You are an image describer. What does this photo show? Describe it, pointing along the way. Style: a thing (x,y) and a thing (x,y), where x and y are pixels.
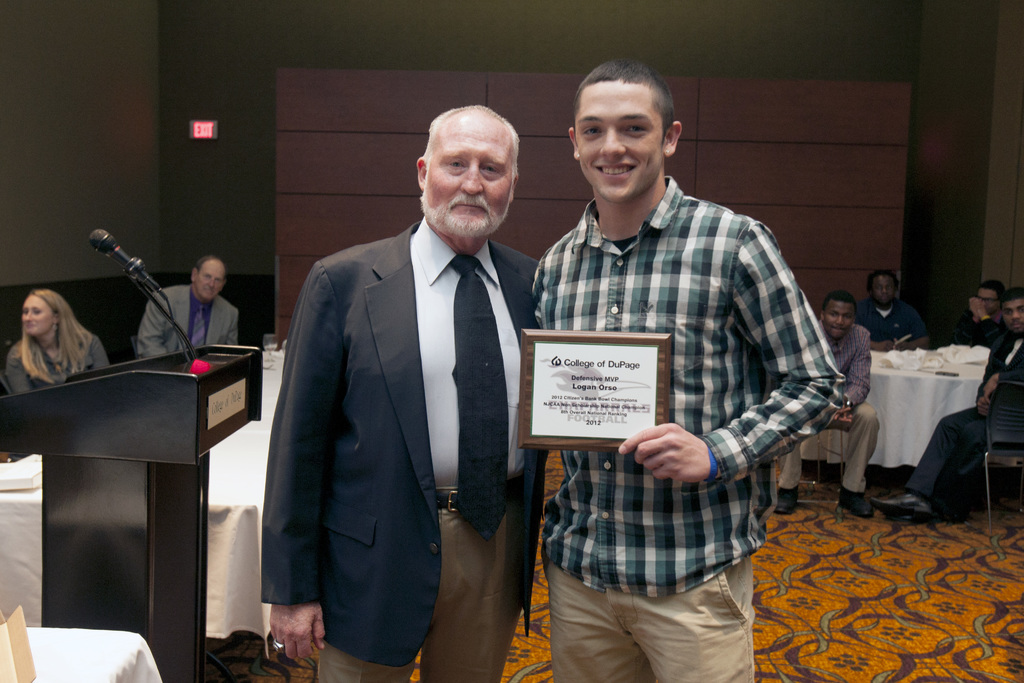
In this picture there are two men (602,310) who are standing, there is a man (623,471) in checks shirt (742,489) is holding an award (610,351) in his hand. There is a mic (129,271) and a podium (126,480). There are few people (992,366) who are sitting on the chair (999,401). There are few objects (906,356) and a white cloth (910,369) on the table (906,383). There is a man (166,349) and a woman (39,334) sitting in the corner. There is an orange brown carpet (853,614).
